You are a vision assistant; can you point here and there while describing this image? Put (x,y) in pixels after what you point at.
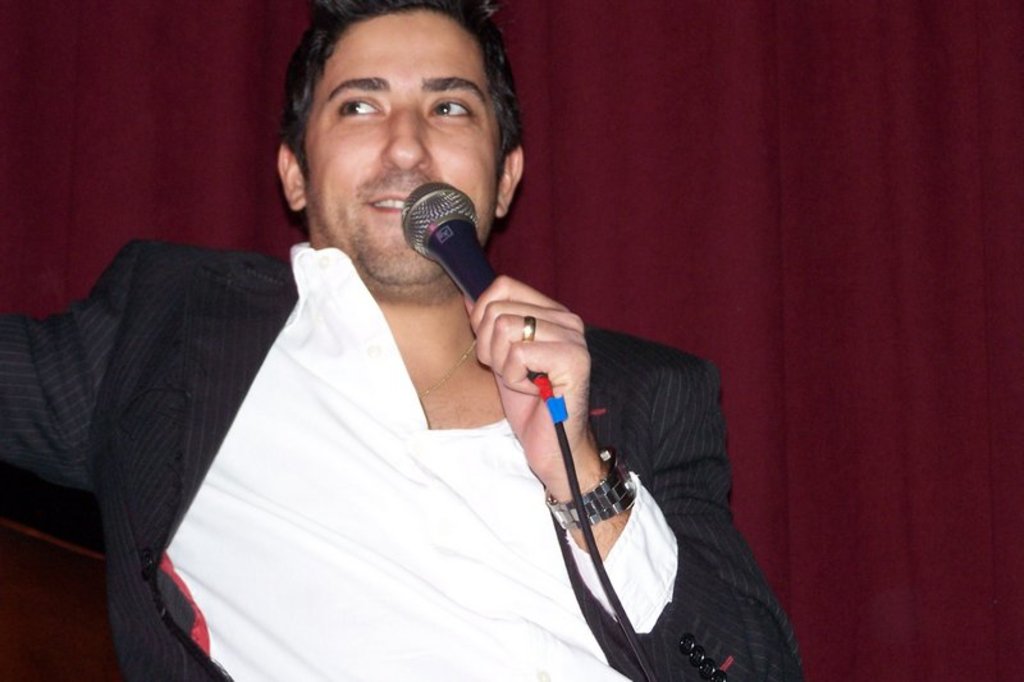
This is the picture of a man (204,490) in black blazer (215,357) holding a microphone (458,240). Background of the man (426,343) is a curtain (675,198).
